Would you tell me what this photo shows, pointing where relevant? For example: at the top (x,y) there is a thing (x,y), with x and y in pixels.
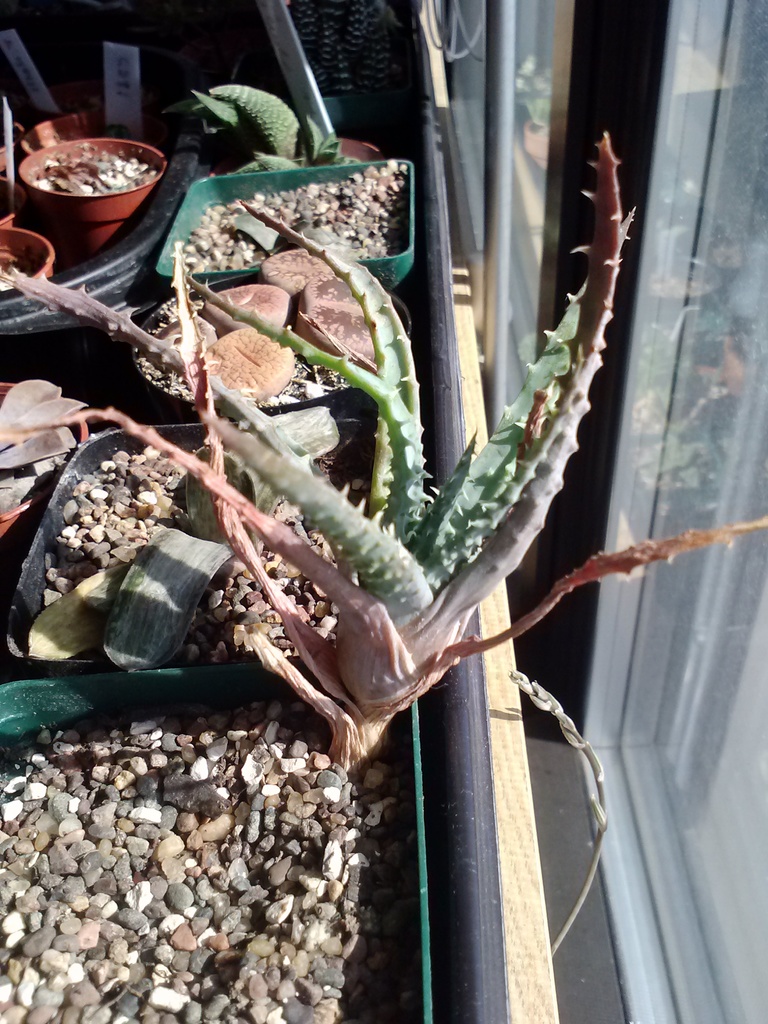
In this picture I can see plants (221,496), stones (152,740) and boards (109,83) in the pots (40,146).
